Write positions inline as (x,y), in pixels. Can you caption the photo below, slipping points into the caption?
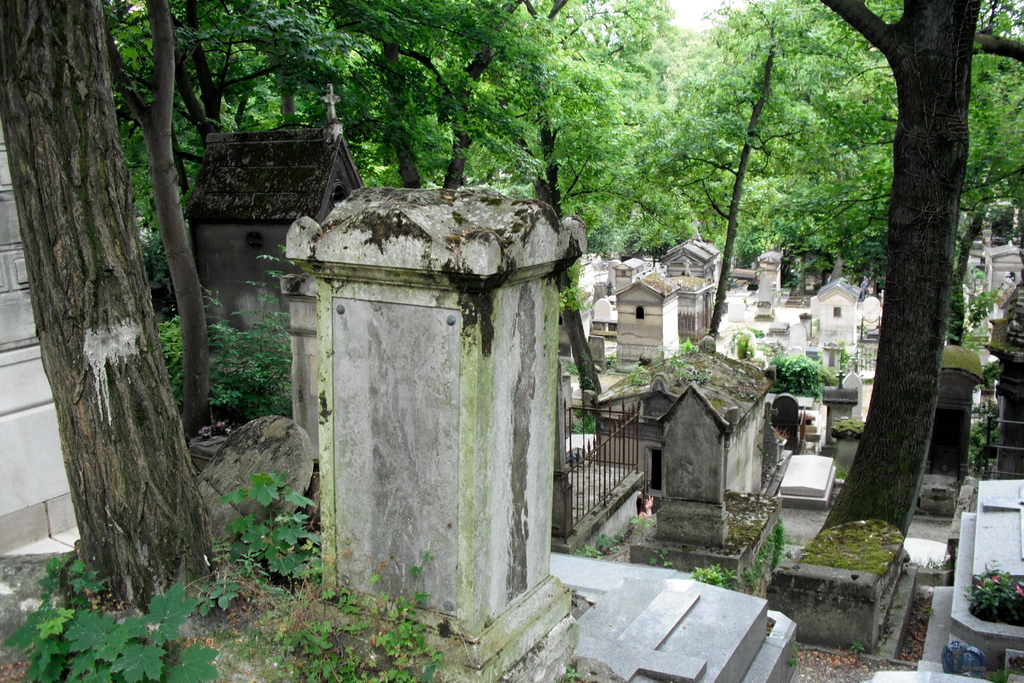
This image is taken in a graveyard (664,501). There are graves (623,346), trees (415,44).
